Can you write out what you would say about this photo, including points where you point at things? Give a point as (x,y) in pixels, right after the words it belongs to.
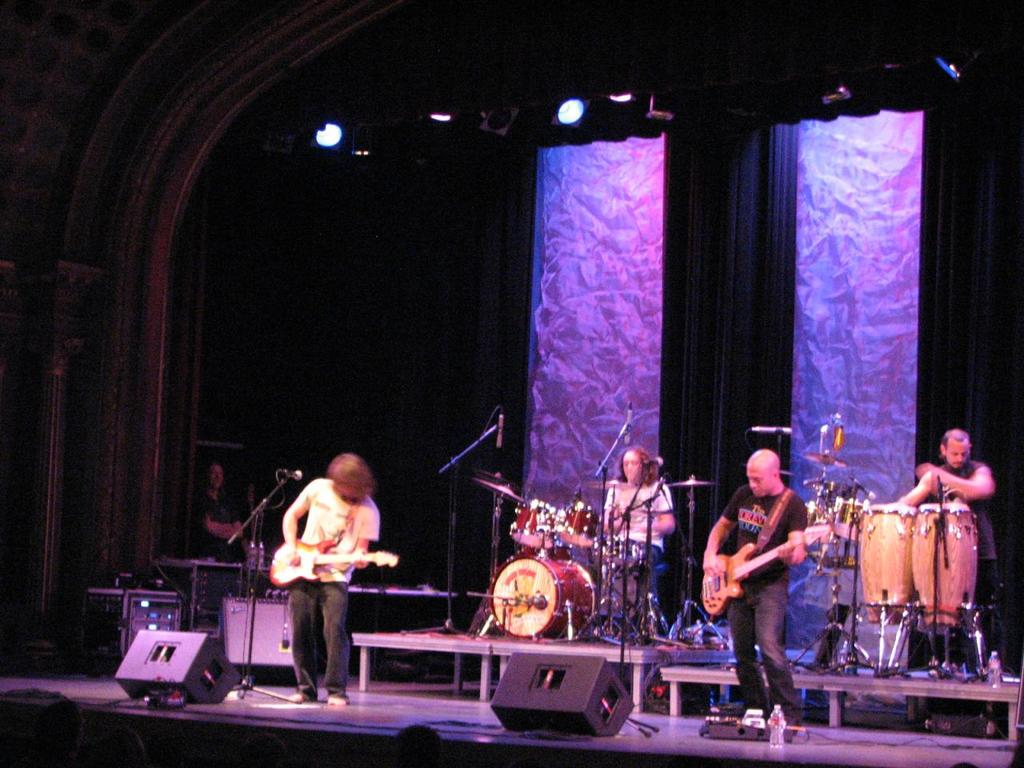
In this image there are five people (951,460) on the stage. Two people (337,538) are standing and playing guitar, one is sitting and playing drums (570,510) and at right (953,448) there is a person (935,468) standing and playing musical instrument (916,535) and at left (211,495) there is a person (224,518) standing behind the wall (45,567). At the back (597,268) there is a curtain (816,193), at the top (565,111) there are lights (484,123), there are speakers (262,649), wires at the bottom (598,684).
